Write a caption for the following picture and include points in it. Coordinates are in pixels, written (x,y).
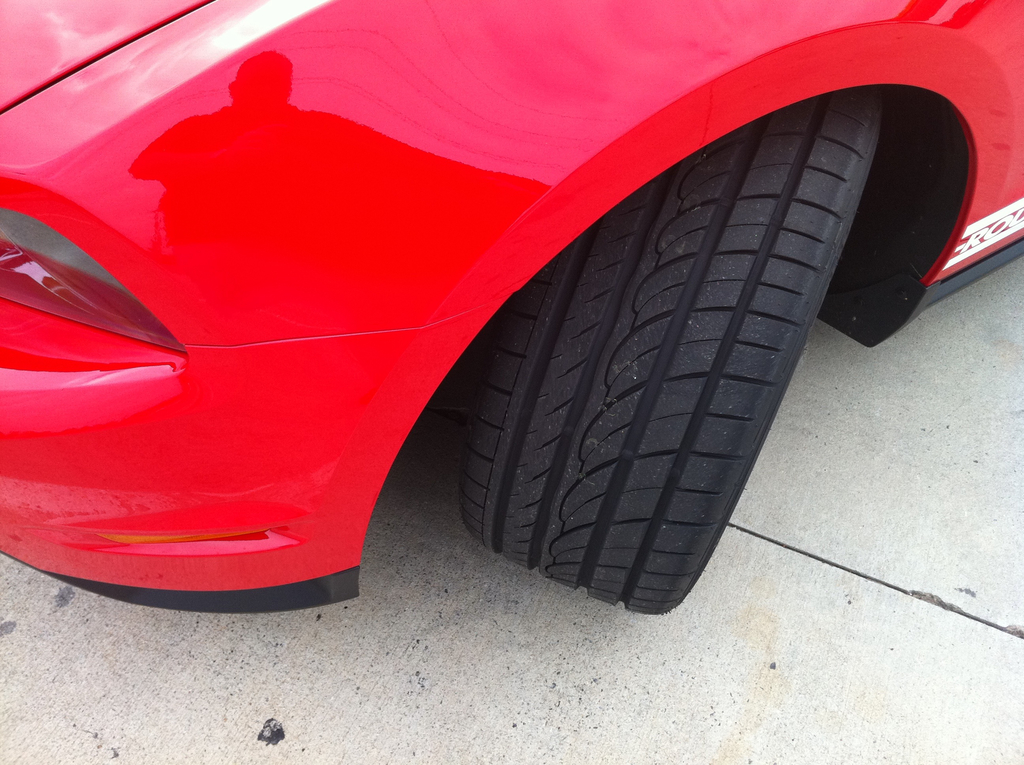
Picture of a red vehicle (729,227) with black wheels (695,443) on the surface (774,544).
